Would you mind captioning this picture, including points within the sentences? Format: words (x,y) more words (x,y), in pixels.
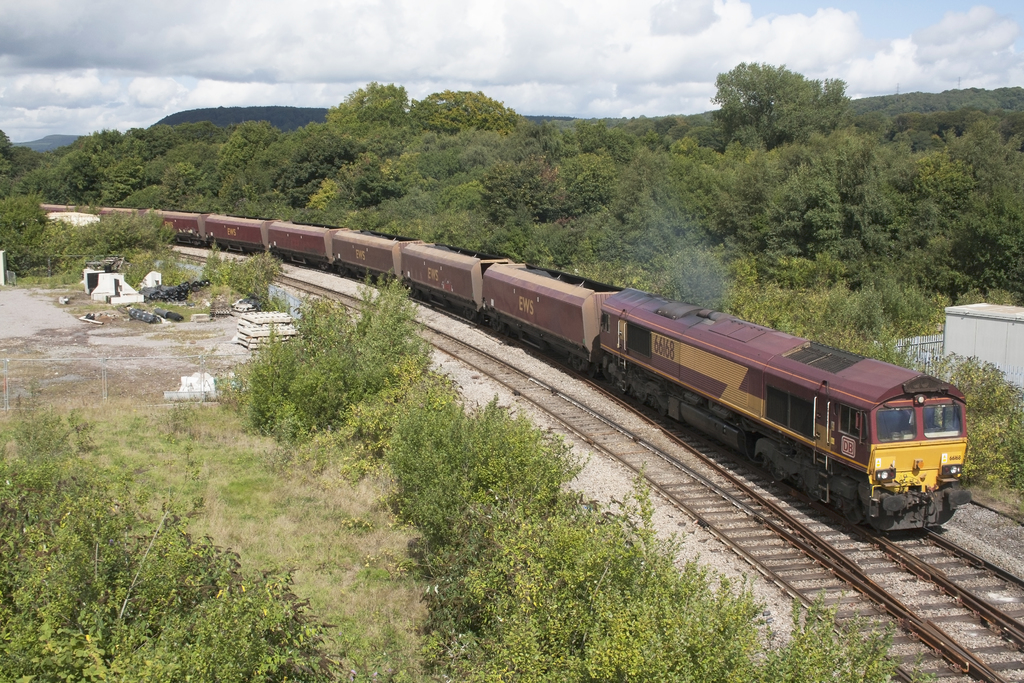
In the picture we can see a railway track (684,457) on it, we can see a train (867,519) and besides the train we can see, full of plants (75,240) and trees (76,179) and in the background (79,172) also we can see trees (495,169) and a sky (362,14) with clouds (519,87).
